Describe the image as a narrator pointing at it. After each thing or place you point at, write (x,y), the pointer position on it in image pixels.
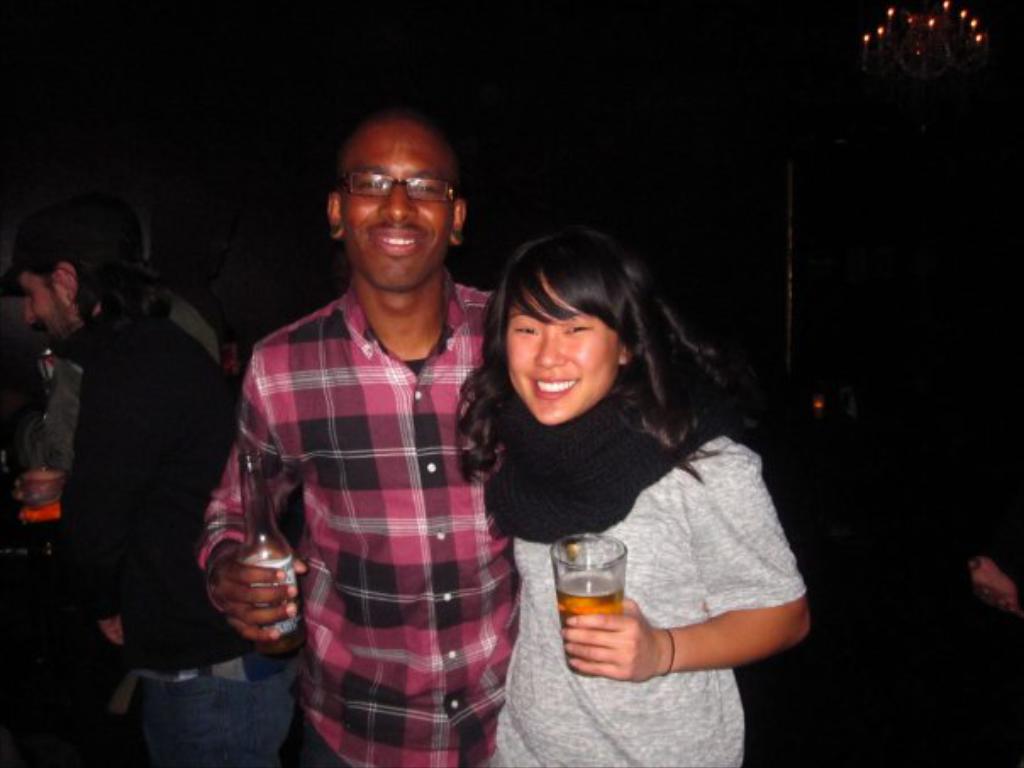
In this image, we can see a couple (484,424) standing, at the left side (124,442) there is a person (88,475) standing, there is a dark background (830,96).
